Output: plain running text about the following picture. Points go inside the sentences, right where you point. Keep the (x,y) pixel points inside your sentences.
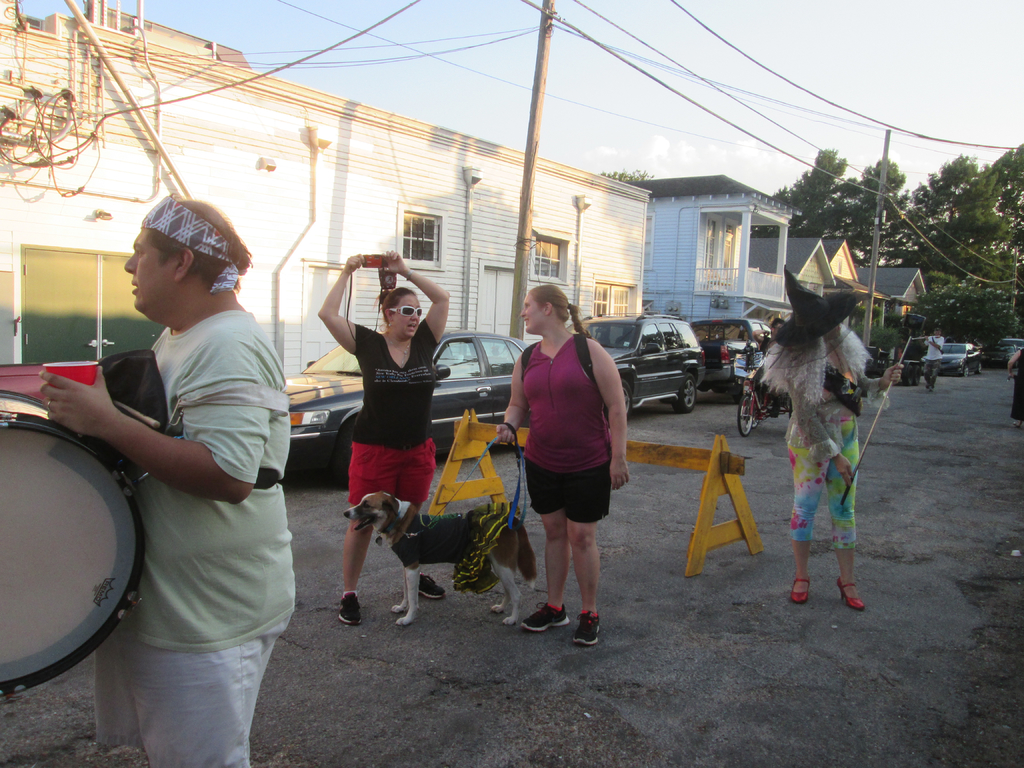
In this image I can see few men (165,268) and few women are standing. I can also a musical instrument (4,419) and a dog (453,556). In the background (475,390) I can see number of vehicles (672,365), buildings (693,294) and trees (900,208).
